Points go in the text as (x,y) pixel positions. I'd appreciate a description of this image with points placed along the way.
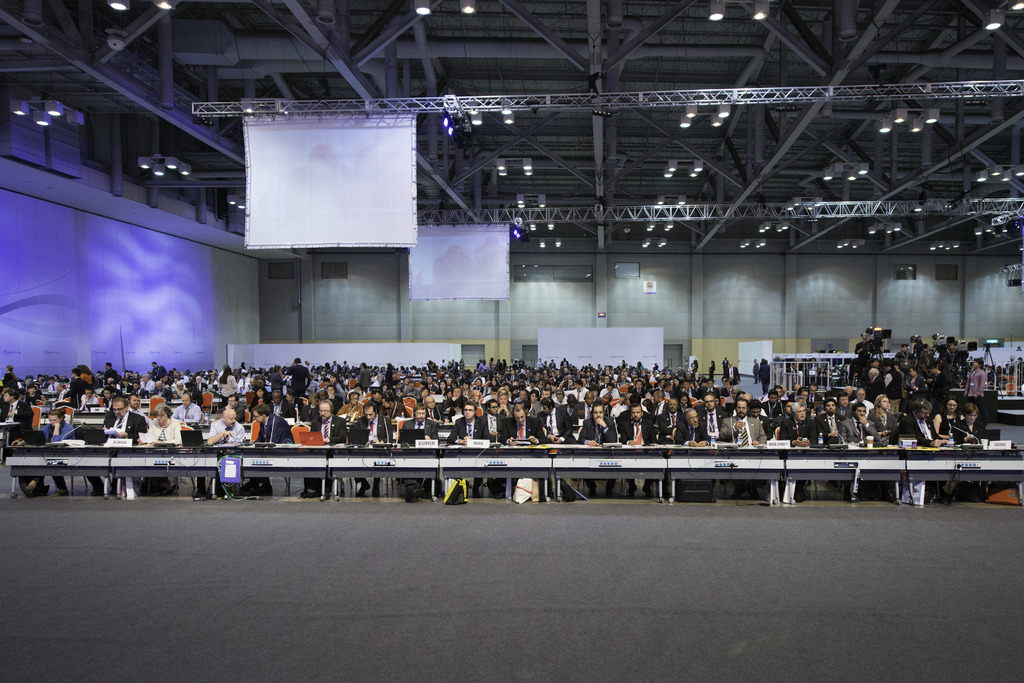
This picture is an inside view of a room (391,436). In the center of the image (552,402) we can see a group of people (556,412) are sitting on a chair (625,388), in-front of them tables (443,453) are there. On the tables (544,470) we can see laptops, boards (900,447), mics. In the background of the image (154,341) we can see wall (277,326), screen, camera stand (879,339). At the top of the image (617,118) we can see roof (626,138) and lights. At the bottom of the image (641,607) we can see the floor (722,589).
